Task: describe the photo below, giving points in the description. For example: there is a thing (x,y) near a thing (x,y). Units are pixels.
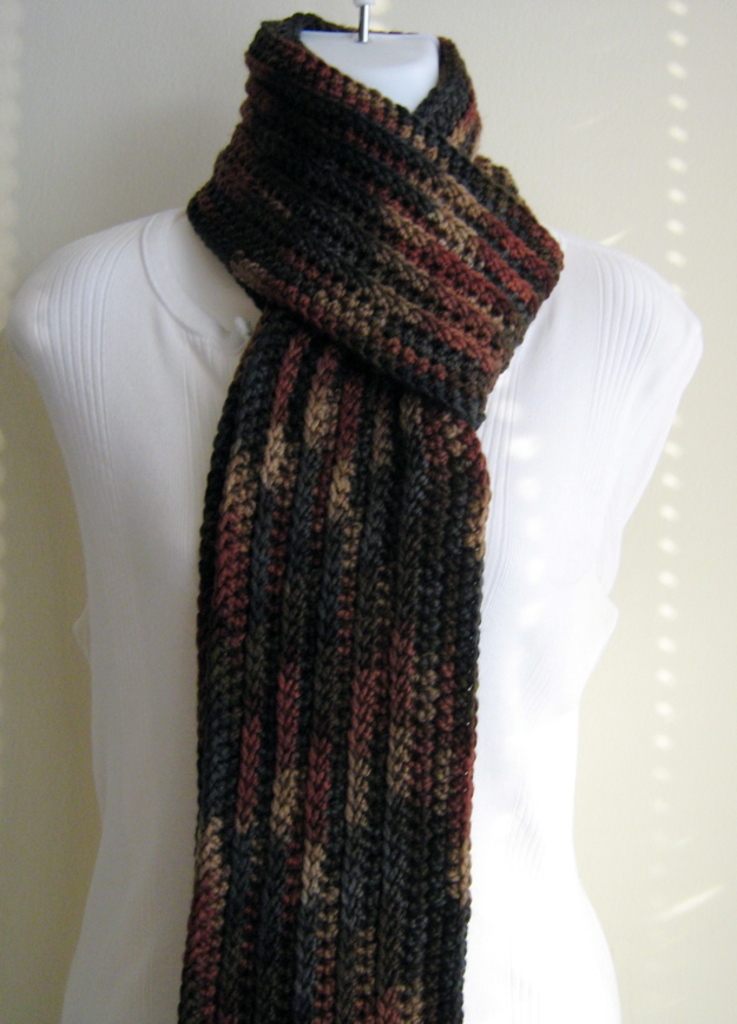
There is a mannequin (263,768) wearing a white t shirt (627,438) and a woolen stole (357,232).
